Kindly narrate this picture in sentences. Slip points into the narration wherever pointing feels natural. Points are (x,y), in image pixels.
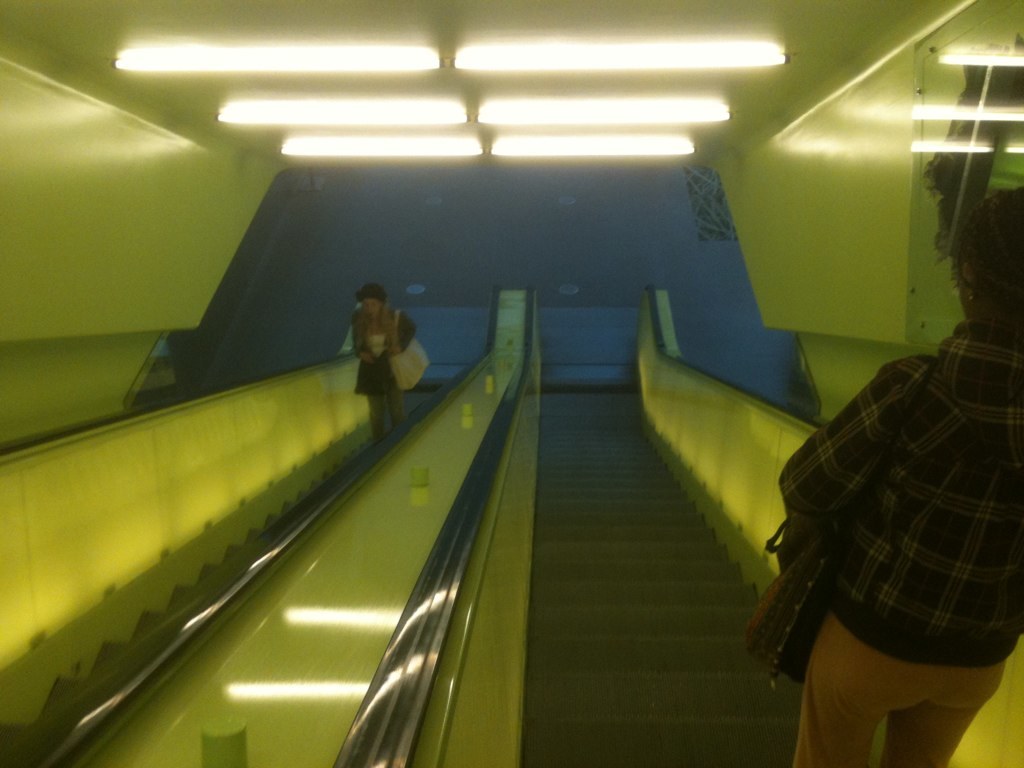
In this image, there are two persons (871,423) wearing clothes (381,361) and standing on escalators (409,513). There are some lights (564,52) at the top of the image (408,58).
